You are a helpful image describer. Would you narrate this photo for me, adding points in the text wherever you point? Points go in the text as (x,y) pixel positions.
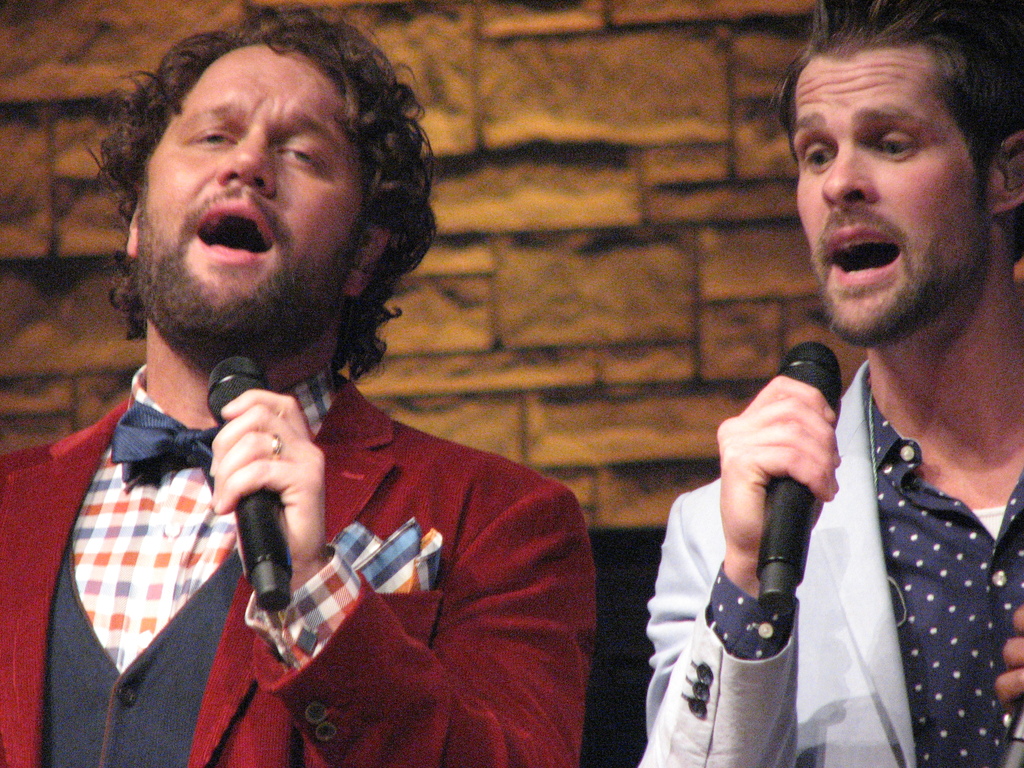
In this image, There are two mans (841,637) standing and holding the microphones (778,559) which are in black color and they are singing, In the background (654,414) there is a yellow color wall (575,130).
